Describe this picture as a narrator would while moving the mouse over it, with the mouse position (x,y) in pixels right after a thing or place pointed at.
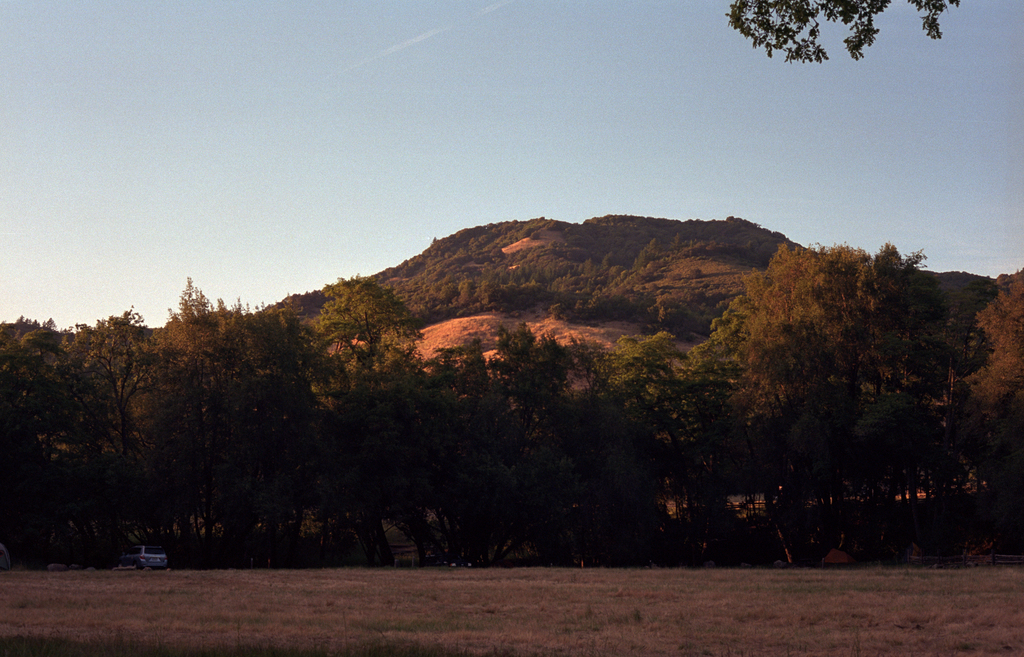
In this picture we can see a vehicle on the ground (469,609) and in the background (498,547) we can see trees (565,566), sky (967,143).
